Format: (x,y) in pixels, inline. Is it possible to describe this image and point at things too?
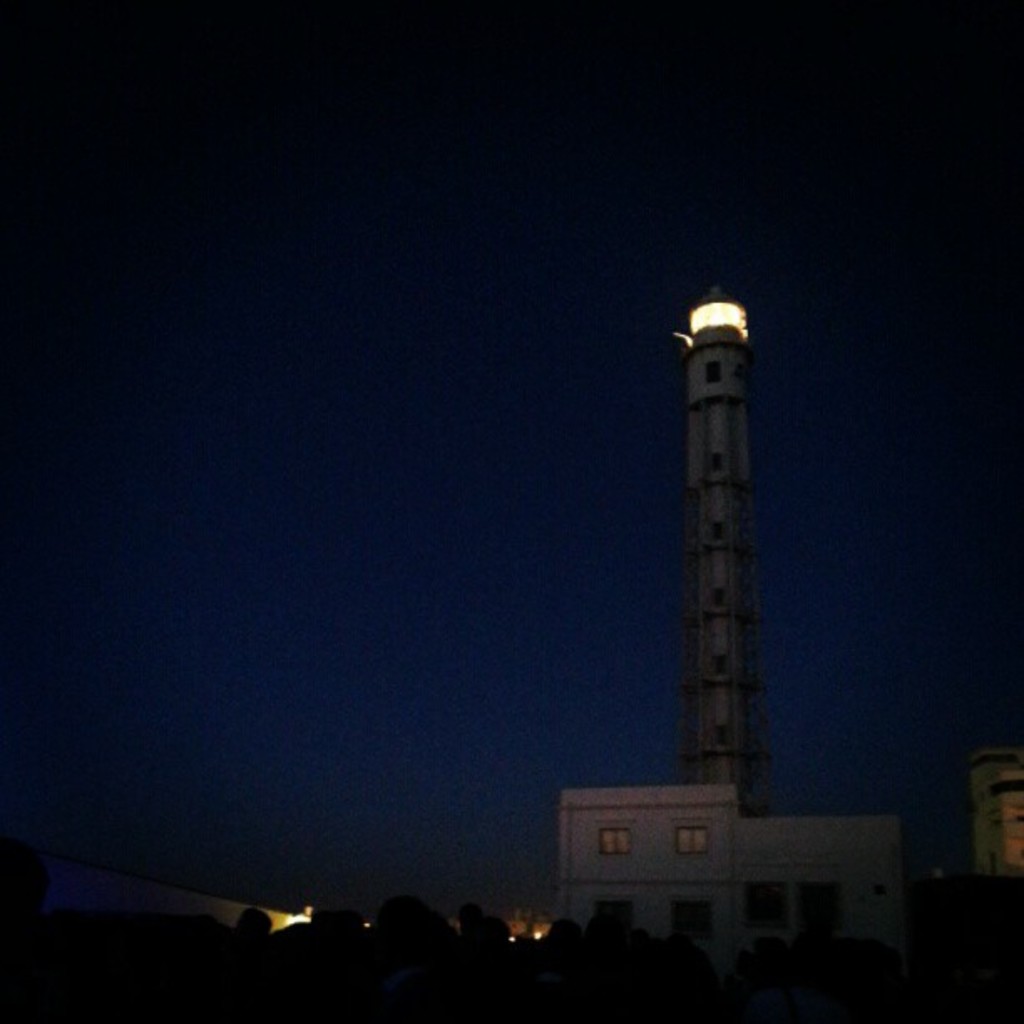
In this image, we can see lighthouse (742,813) and buildings (766,855). At the bottom (758,1023), we can see dark view. Background (252,687) we can see the sky (416,575).
